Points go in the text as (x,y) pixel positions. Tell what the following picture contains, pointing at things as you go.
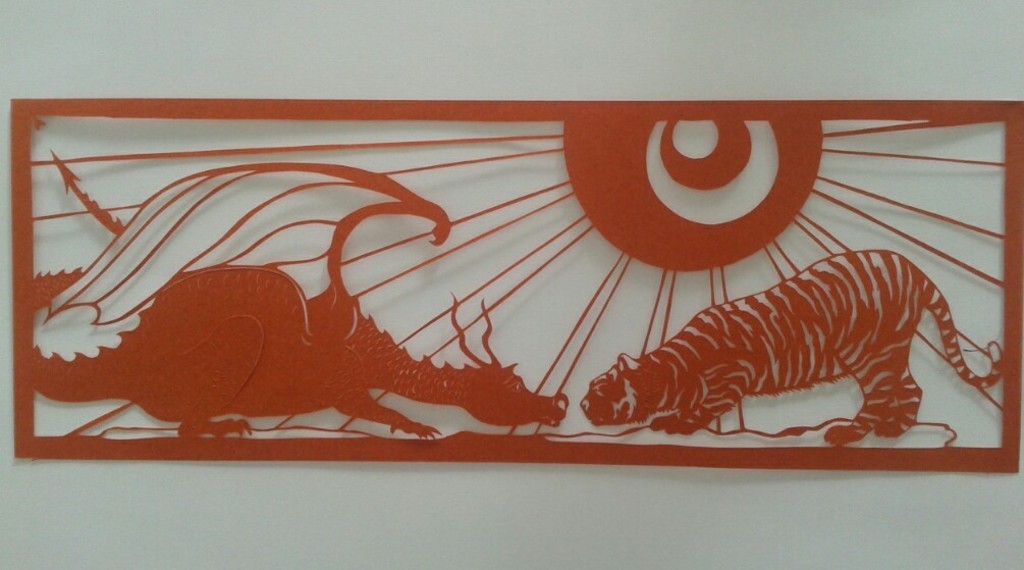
In this image, we can see a painting (454,104) on a white color wall (490,53).
